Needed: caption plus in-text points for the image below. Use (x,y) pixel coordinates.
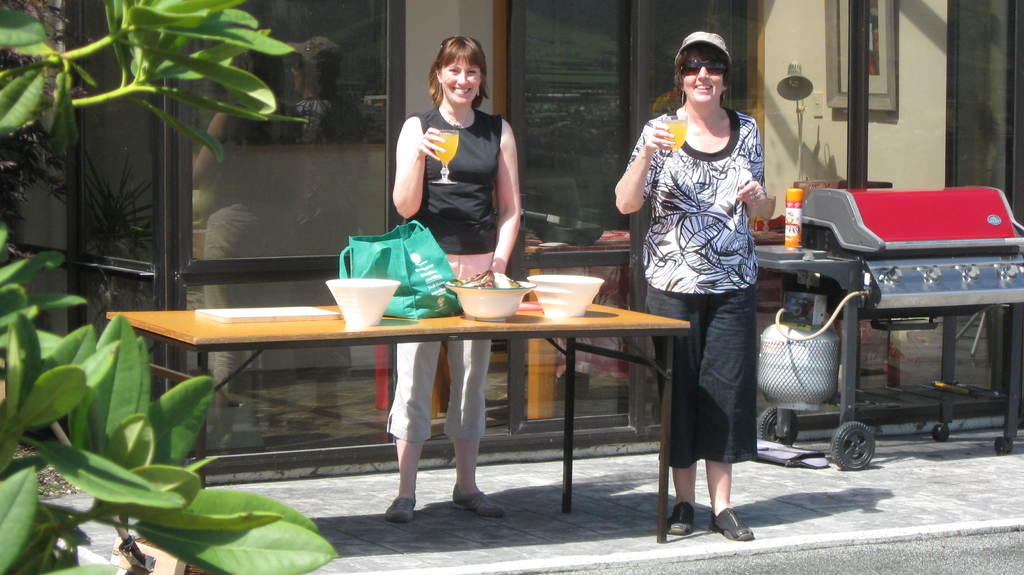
In this image there are two girls (689,182) in the middle (618,205) who are holding the glass (450,153) with their hands (437,134). In front of them there is a table (449,322) on which there are bowls (389,281) and covers (404,255). On the left side (80,374) there are plants (2,441). In the background (284,125) there is a building (313,128). On the right side (871,287) there is a trolley (852,261). There is juice (681,139) in the glasses (437,152).
